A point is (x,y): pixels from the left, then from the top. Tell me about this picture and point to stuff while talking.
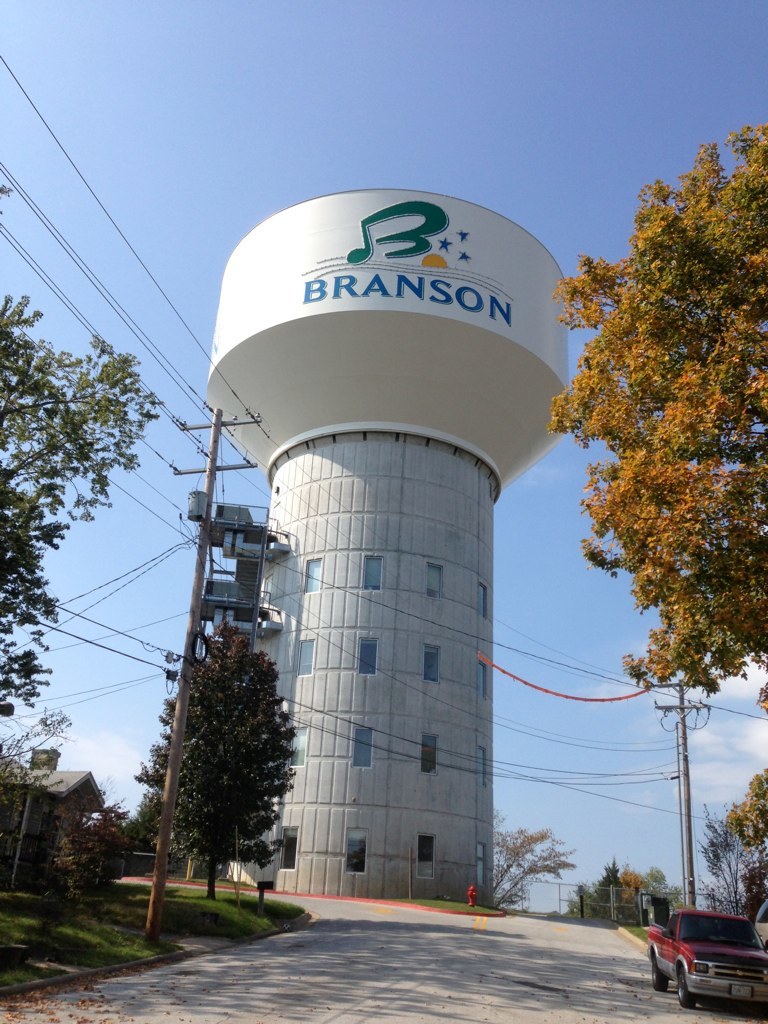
In the foreground of this image (761,222), there is a road (445,963) and on either side, there are trees (726,568), poles (689,853), cables (118,591) and the grass (179,918). On the right (709,957), there is a car (718,970) on the road (438,957). On the center (346,485), it seems like a tank (374,503), few trees (544,842) and the sky (545,546).
